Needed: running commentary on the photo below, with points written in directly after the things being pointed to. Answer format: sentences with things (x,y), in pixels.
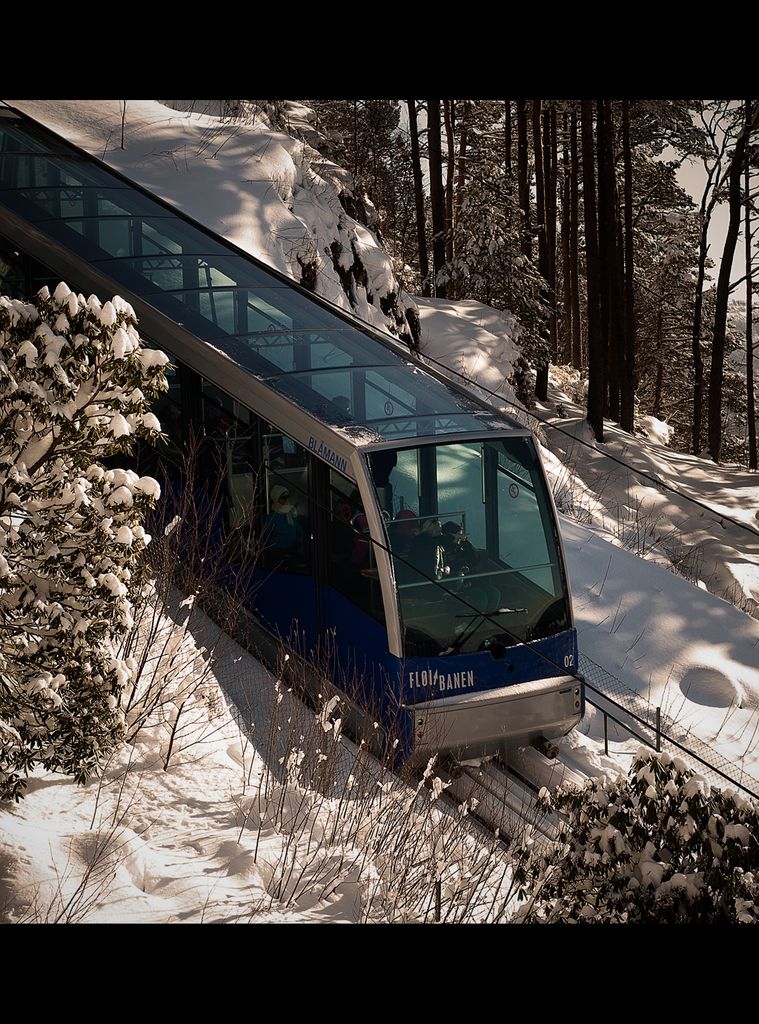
In this picture I can see there is a train (249,486) moving on the track (531,801), there is some snow (199,856) and there are few trees (467,111) and they are covered with snow (106,510).
